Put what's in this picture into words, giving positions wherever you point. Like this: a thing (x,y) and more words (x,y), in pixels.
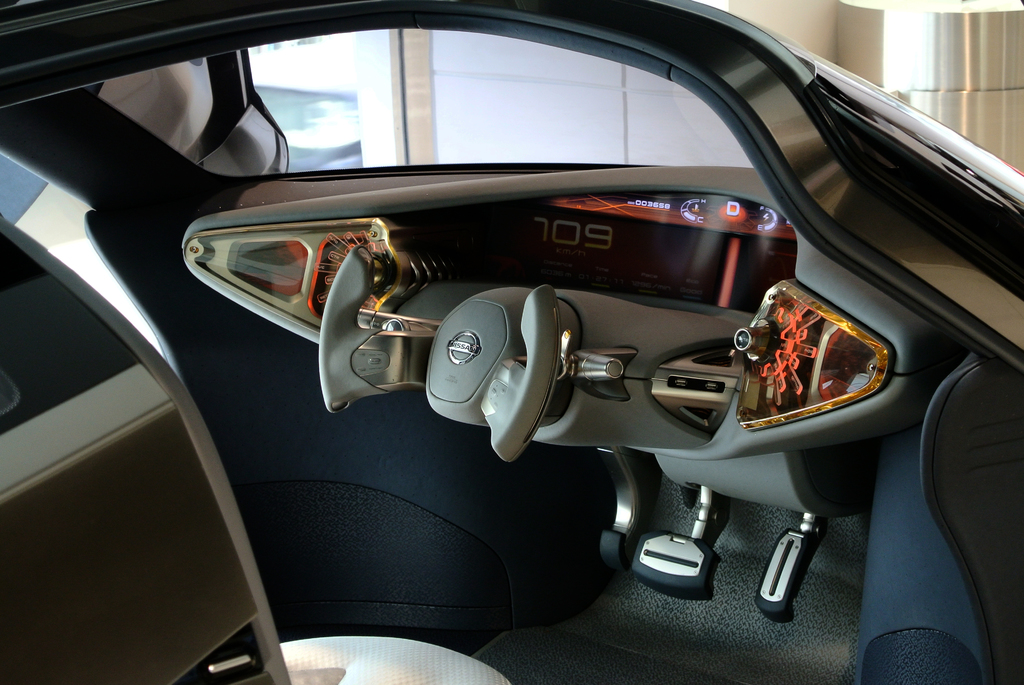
In this image we can see the inside view of the vehicle (657,416). In the background (903,74) we can see the wall (837,11) and also the pillar (969,94).
